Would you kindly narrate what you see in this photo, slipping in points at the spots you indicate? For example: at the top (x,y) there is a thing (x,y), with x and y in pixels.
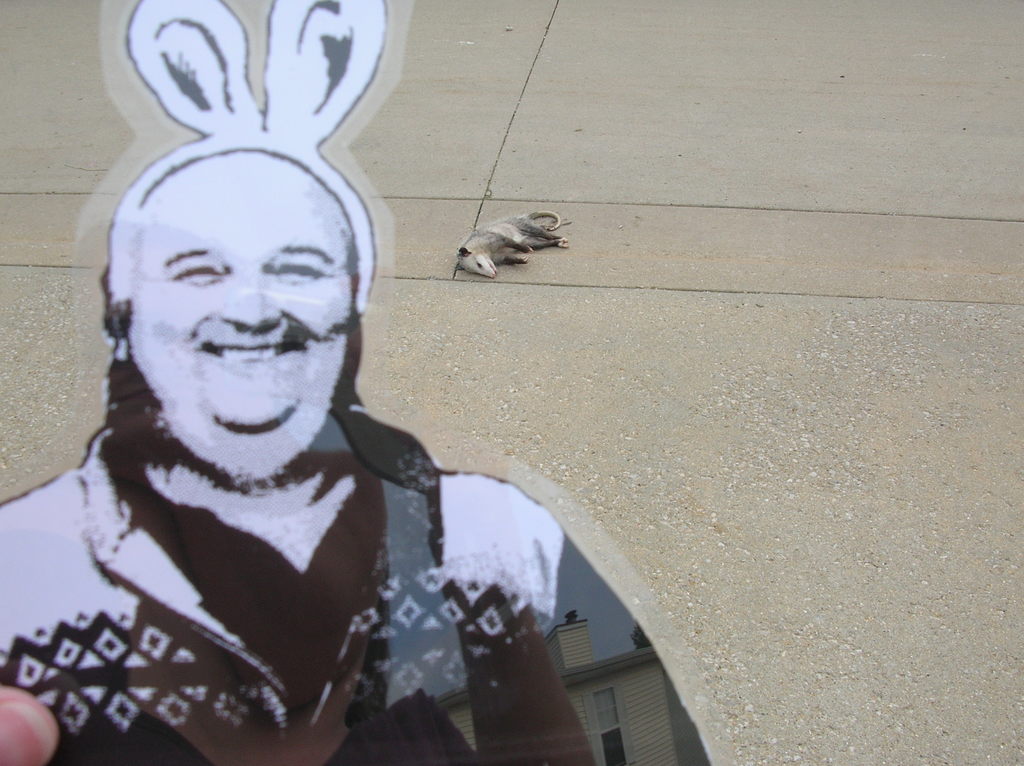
On the left side (329,594), there is a person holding a sticker (237,554), which is having a painting (321,434) of a person (364,526). In the middle of this image (462,270), there is an opossum (493,268) lying on a road (511,267), on which there are lines (631,290). And the background (711,251) is gray in color.
